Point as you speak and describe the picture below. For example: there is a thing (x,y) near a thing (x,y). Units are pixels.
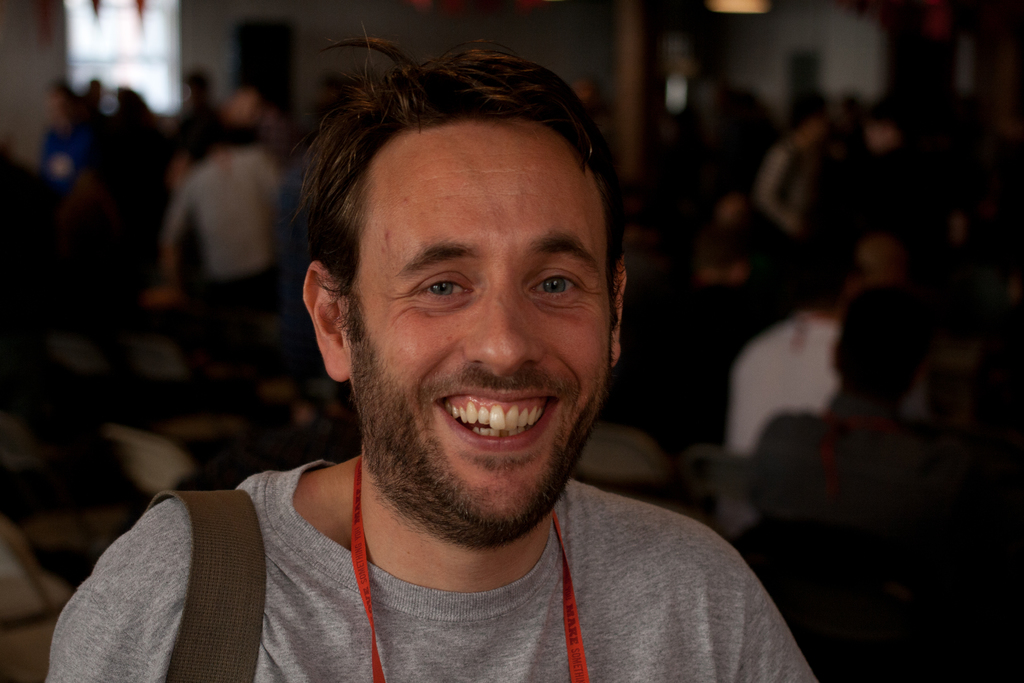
In this picture we can see a man (485,602) smiling in the front (482,600), in the background (838,539) there are some people (834,412) sitting on chairs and some people (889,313) standing, there is a pillar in the middle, there is a blurry background (644,104).
